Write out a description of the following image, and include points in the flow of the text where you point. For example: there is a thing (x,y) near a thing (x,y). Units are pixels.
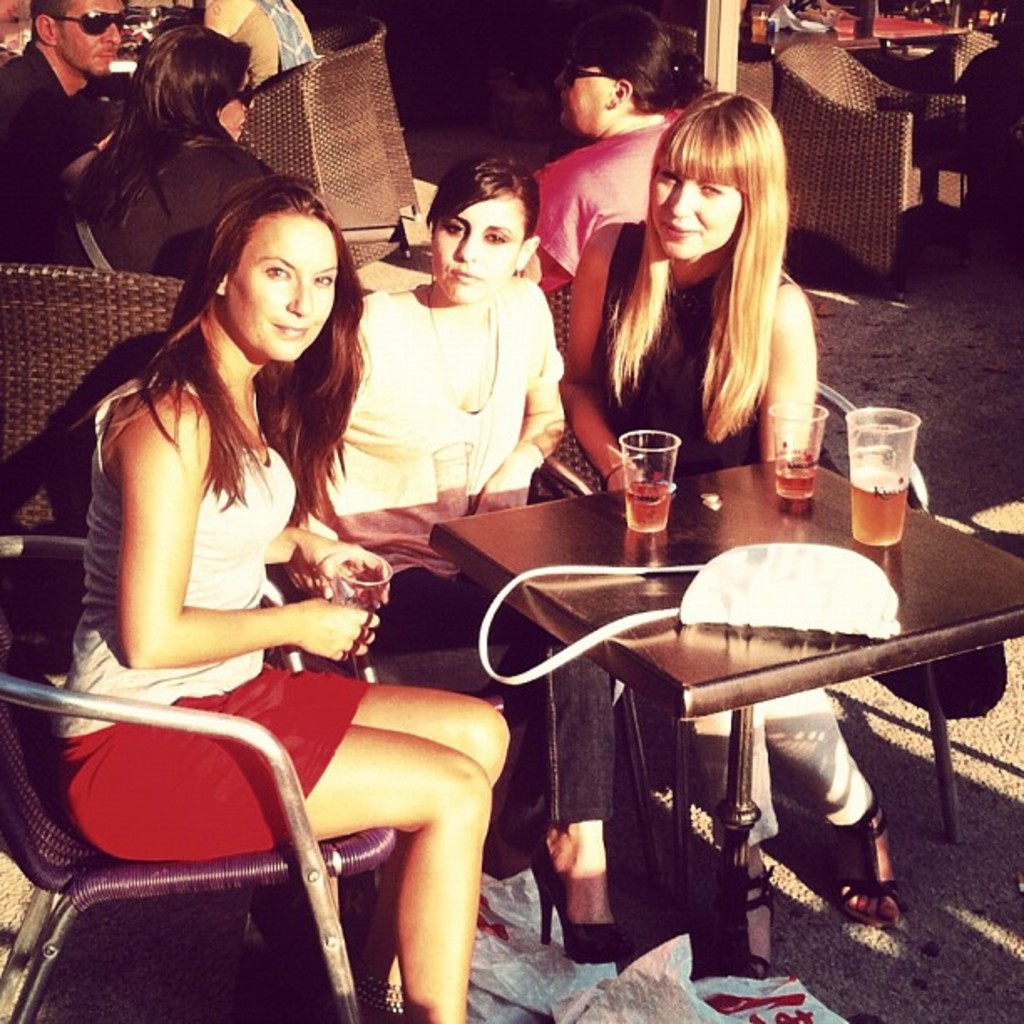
This picture describes about group of people (406,331), they are all seated on the chair (174,871), in front of them we can find couple of glasses (895,461) and a bag (788,591) on the table (643,639).
